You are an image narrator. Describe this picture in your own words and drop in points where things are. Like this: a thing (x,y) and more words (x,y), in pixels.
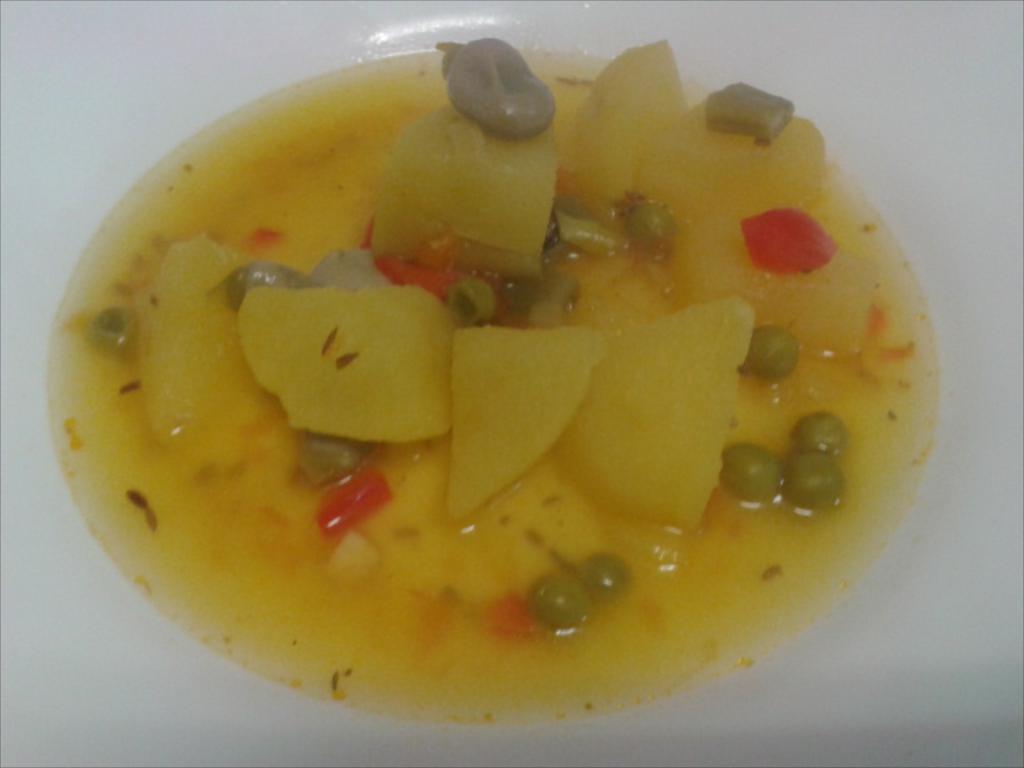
In this image we can see food item (467,496) on the white colored surface (63,290).
